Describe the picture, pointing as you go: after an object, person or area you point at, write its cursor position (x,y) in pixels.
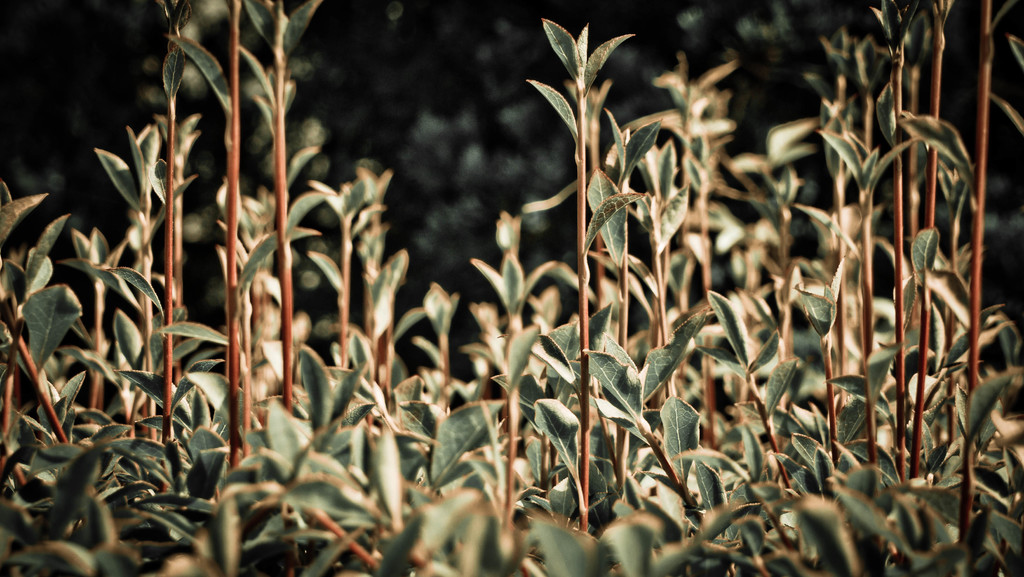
In this image I can see few plants (679,407) which are green and brown in color and I can see the blurry background (338,8) which is black and green in color.
